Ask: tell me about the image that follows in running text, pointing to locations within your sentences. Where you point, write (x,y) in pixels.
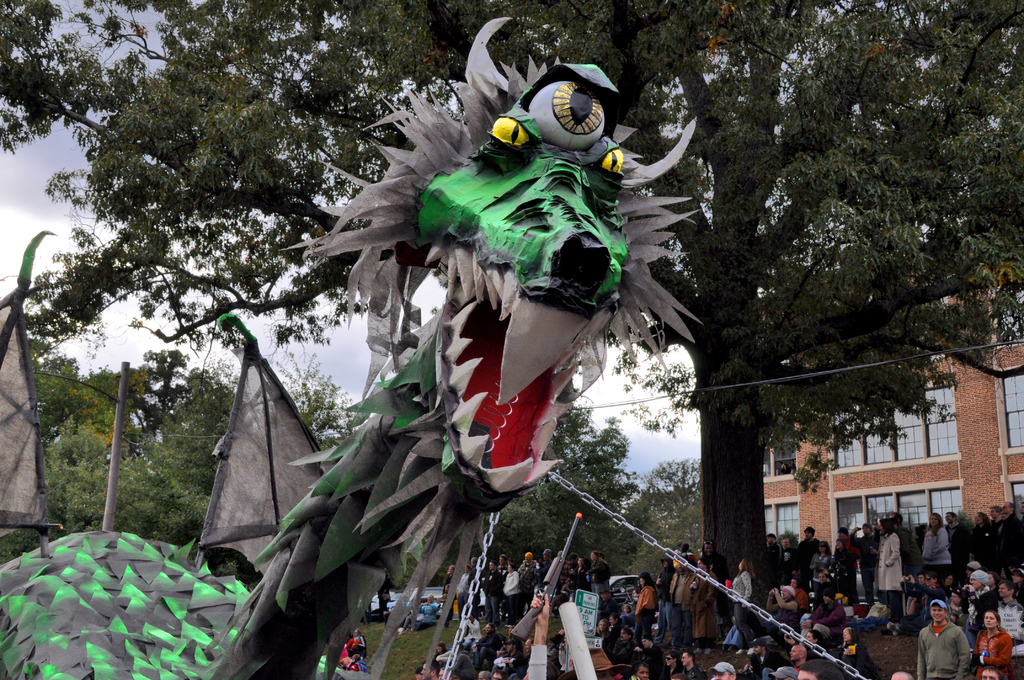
In this image, we can see a toy dragon (467,130). There are a few people (695,634), trees (706,531), vehicles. We can also see some boards (591,625) and some chains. We can also see the sky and a building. We can also see an object (571,648) at the bottom (583,633).
